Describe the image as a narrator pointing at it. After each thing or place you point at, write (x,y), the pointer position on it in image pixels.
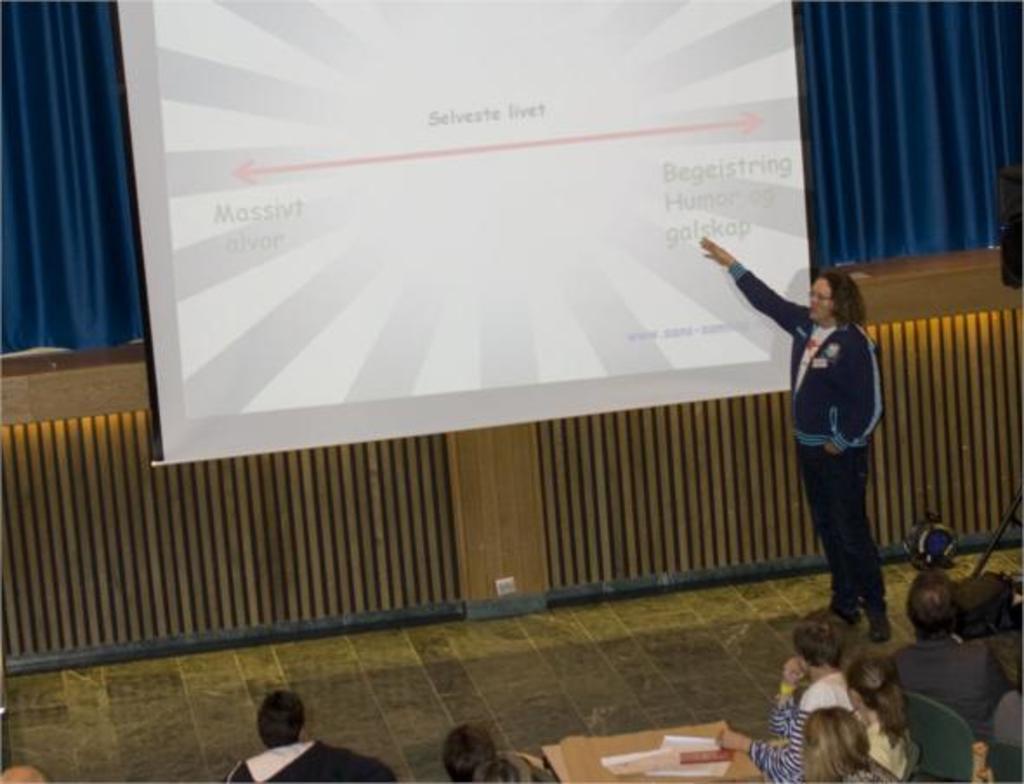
In this image we can see a few people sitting on the chairs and also we can see a person (806,373) standing on the floor (554,672), there is a screen (480,199) with some text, on the floor (547,703) there is a table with some objects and in the background (106,66), we can see a curtain (107,80).
